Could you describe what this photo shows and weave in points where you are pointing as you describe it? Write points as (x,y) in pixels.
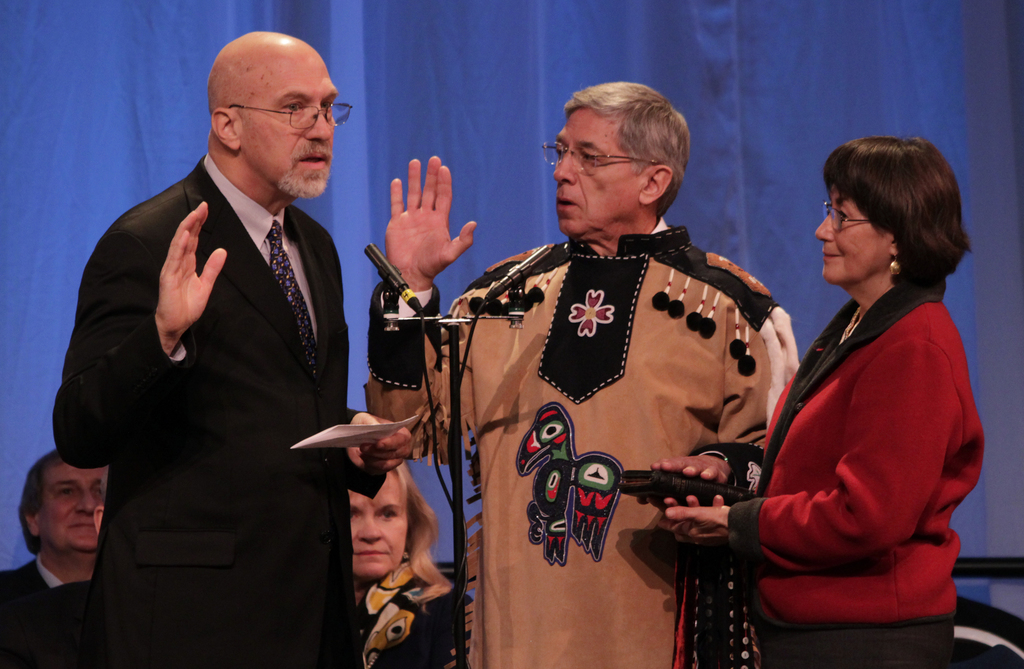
In this image I can see a woman (907,474) wearing red and black colored dress (878,416) is holding a black colored object (712,487) and two other men (638,353) standing in front of a microphone (454,315). I can see one of them is holding a paper (322,448) in his hand (357,418). In the background (363,531) I can see few other persons (421,543) sitting and the blue colored curtain (130,116).
